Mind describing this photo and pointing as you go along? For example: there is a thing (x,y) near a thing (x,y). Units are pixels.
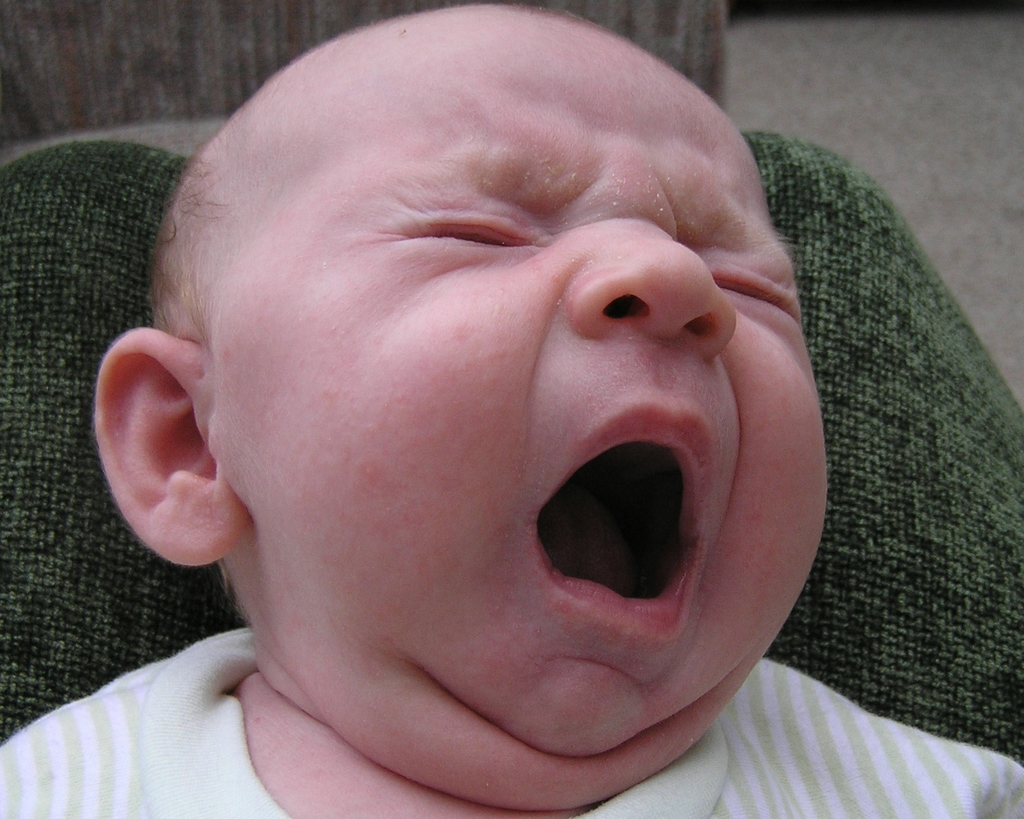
In this picture there is a kid (550,592) yawning.
